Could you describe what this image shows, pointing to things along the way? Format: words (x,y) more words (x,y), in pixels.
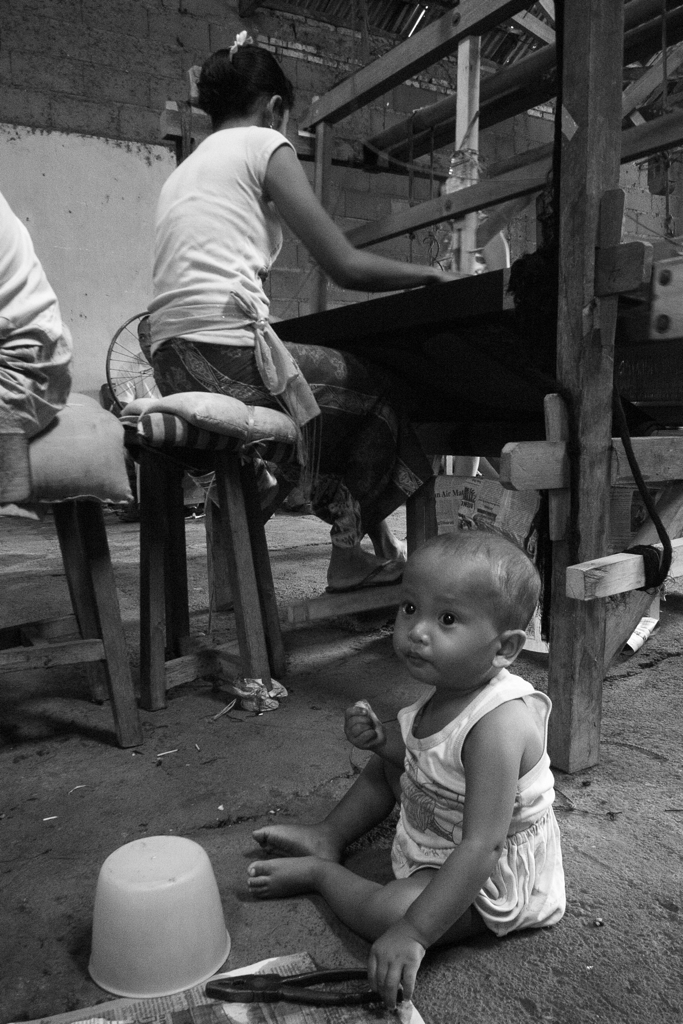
In this image there are three people (154,313) in which one of them works on a cloth weaving machine (443,314), there is a cutting plier (269,996) and a box (198,970) on the floor (20,861), there is a wall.
